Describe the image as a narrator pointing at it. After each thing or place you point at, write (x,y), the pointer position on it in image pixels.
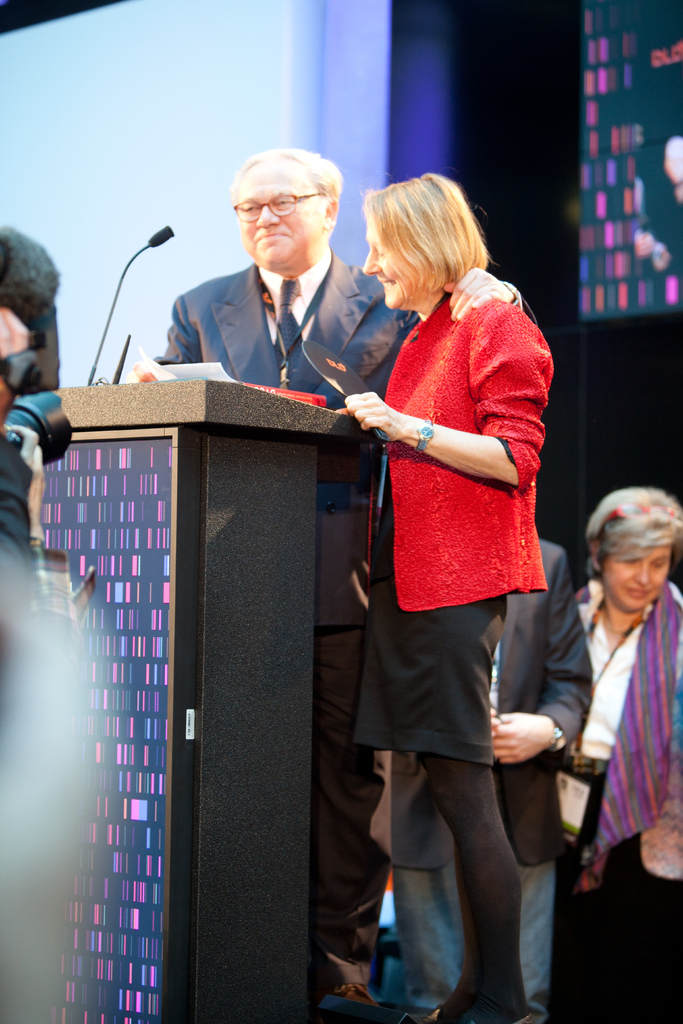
The image is taken in a meeting. In the center of the picture (439,475) there are two person (301,363) standing, in front of a podium (224,492). On the podium (203,381) there are papers (196,368) and a mic (156,240). On the left (8,430) there is a person (22,472) holding camera (17,392) and there are people (27,475). On the right (597,615) there are people (593,719) standing. In the background (344,98) there is a projector screen (302,98) and other object (644,157).
